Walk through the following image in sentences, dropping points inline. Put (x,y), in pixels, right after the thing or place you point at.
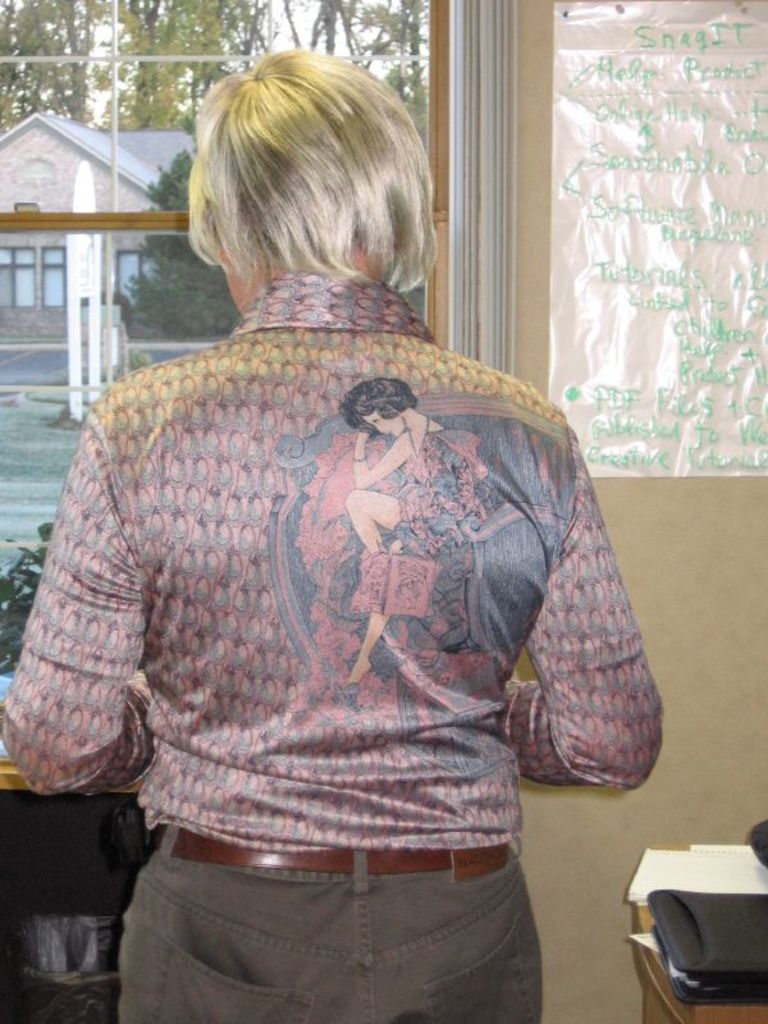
As we can see in the image there are trees (47,89), house (47,147) and a woman (310,331) standing.
